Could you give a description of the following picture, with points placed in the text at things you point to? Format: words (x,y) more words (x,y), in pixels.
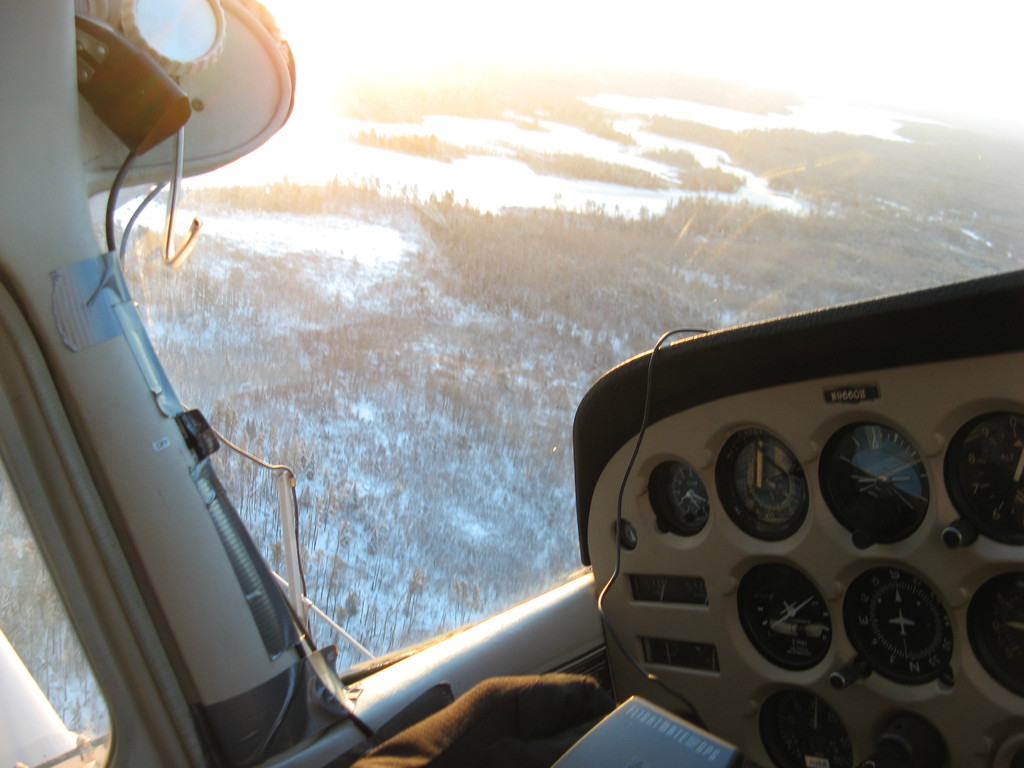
In this image we can see cockpit (679,437) of a plane (663,542) with speedometers (690,657). There is a glass window (578,368) through which we can see trees (224,461) and water (628,111).
